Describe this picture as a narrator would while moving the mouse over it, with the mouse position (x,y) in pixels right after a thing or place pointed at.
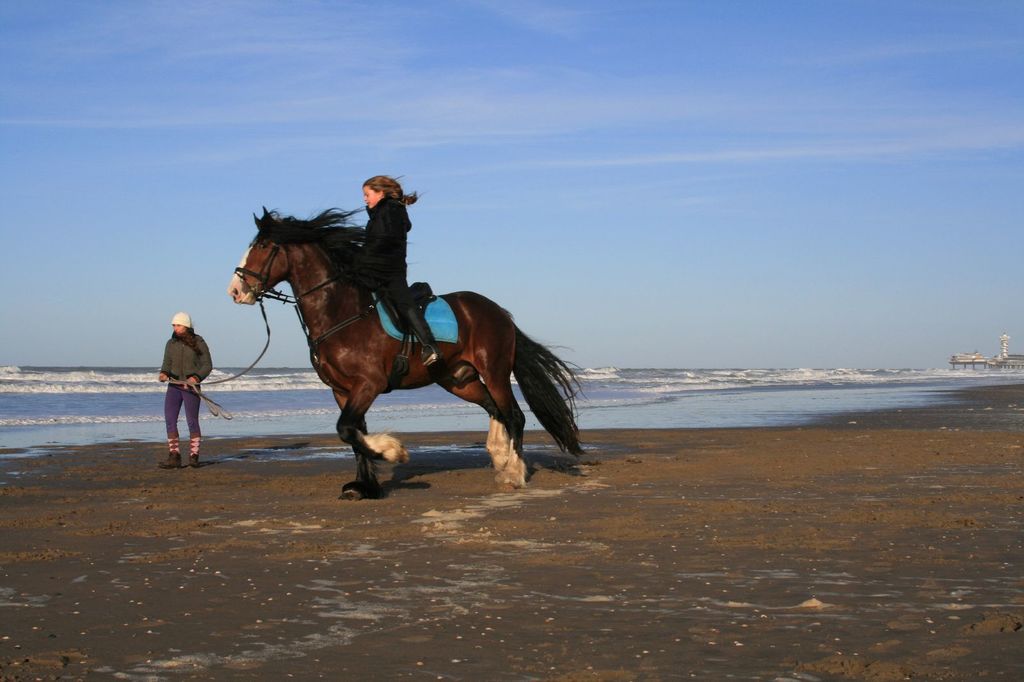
In this image we can see a girl (365,250) riding the horse (375,362) on the beach (876,500), beside the horse (396,356) there is a person (189,422) standing and holding a rope (215,382) of a horse (368,345). In the background (601,371) there is a sea (758,368) and sky (613,206).
